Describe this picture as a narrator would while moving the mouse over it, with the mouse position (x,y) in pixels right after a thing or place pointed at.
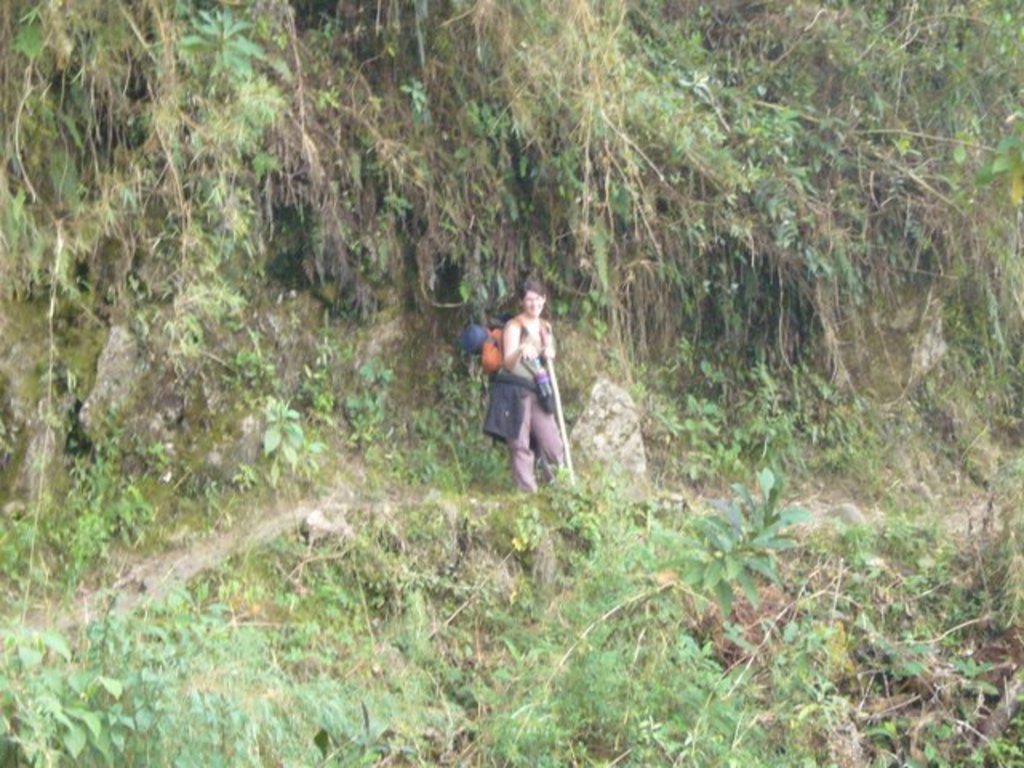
In the center of the image (541,332), we can see a lady (514,349) wearing a bag (498,359) and holding some objects (541,386). In the background (383,133), there are trees (718,207) and we can see a hill (520,274).
